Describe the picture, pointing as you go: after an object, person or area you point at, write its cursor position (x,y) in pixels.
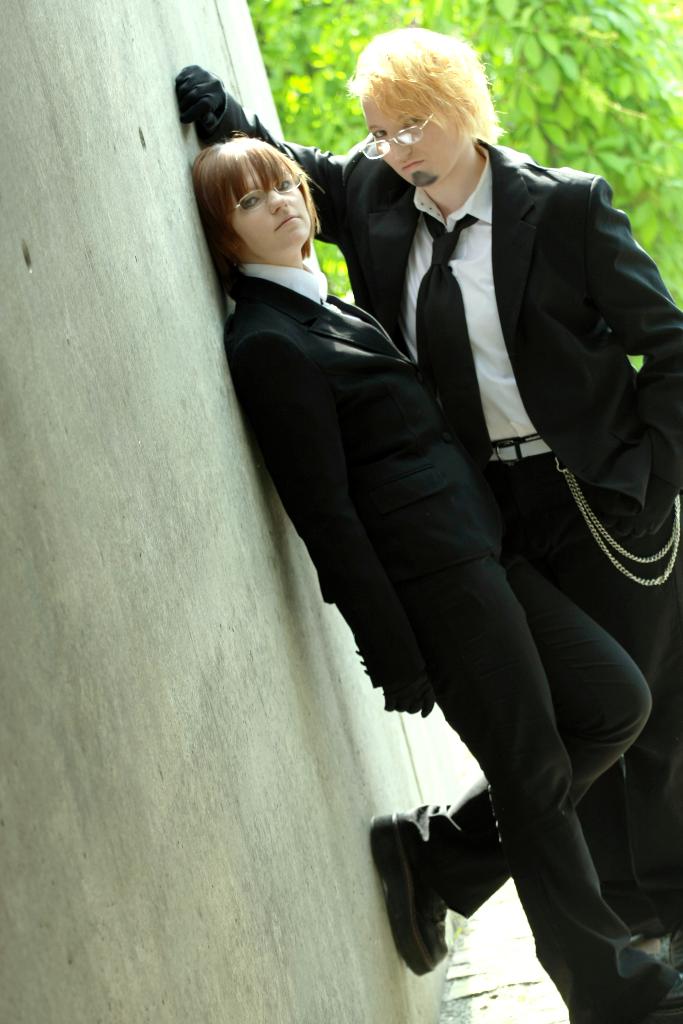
In this image we can see two persons (412,472), there are some plants (606,25) and the wall (34,214).
